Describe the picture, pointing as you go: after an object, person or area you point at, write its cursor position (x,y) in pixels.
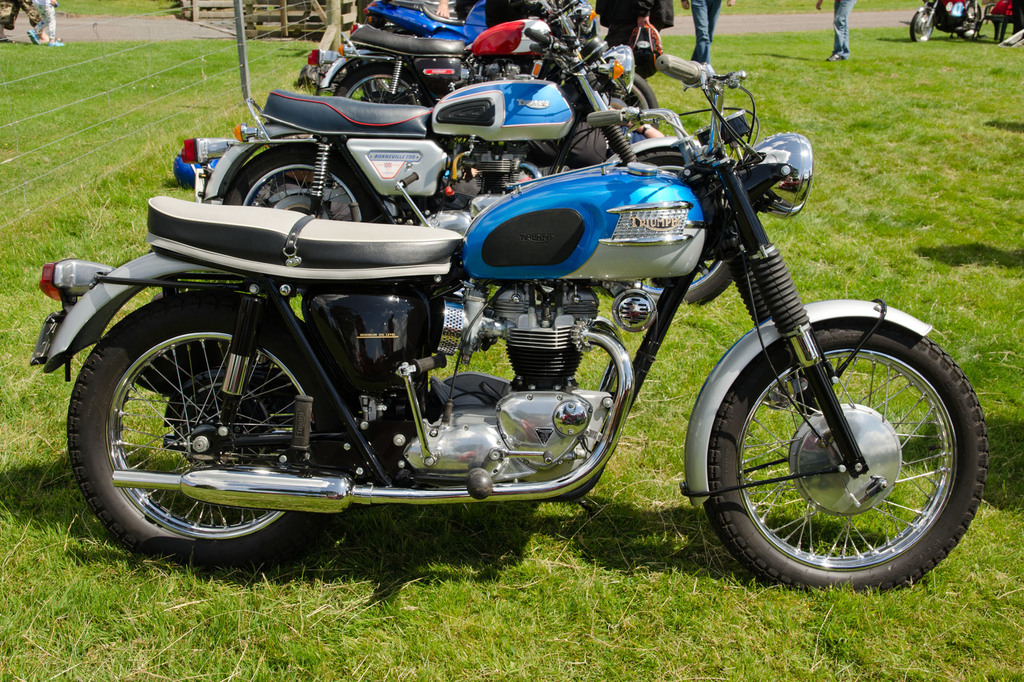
In this image we can see bikes (525,447) placed in the row. In the background (692,14) there are people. On the left (168,67) there is a fence (87,110). At the bottom (324,577) there is grass (613,581).
